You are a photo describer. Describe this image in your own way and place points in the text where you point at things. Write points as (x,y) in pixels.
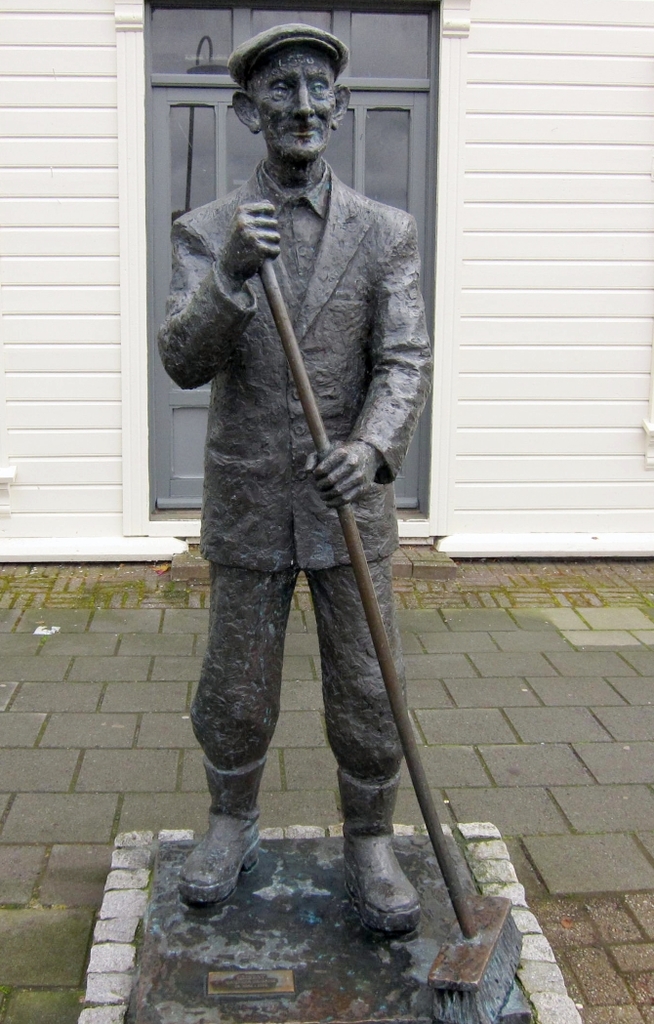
In this image we can see a statue (271,515) of a person (271,515) on a pedestal (157,967). And the person (285,444) is holding something in the hand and he is wearing a cap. In the back (139,113) there is a wall (520,47) with a door (431,20).
